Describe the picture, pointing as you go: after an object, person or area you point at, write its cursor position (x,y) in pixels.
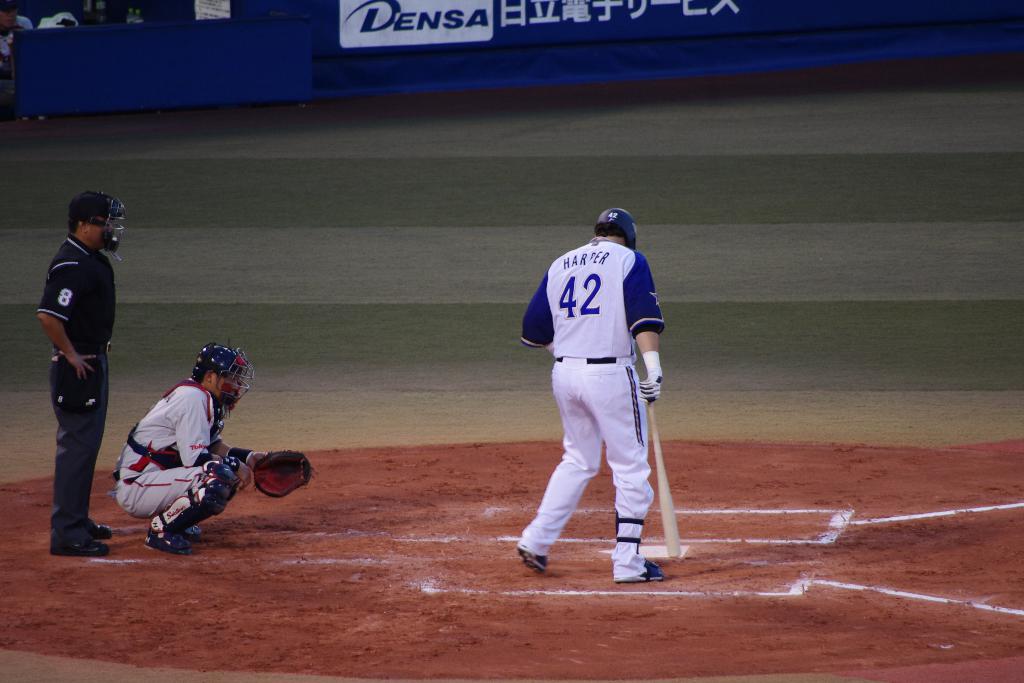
In the picture I can see a baseball player (534,299) standing on the ground (520,363) and he is holding the baseball stick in his right hand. There is a helmet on his head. There is a man (190,449) on the left side (206,380). He is holding a glove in his left hand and there is a helmet (237,389) on his head (222,380). I can see another man (110,344) on the extreme left side (94,257) is wearing a black color T-shirt (96,274) and he is also wearing a helmet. There is a man (3,48) on the top left side of the picture (3,66). I can see the hoarding (432,31) at the top of the picture (475,69).
